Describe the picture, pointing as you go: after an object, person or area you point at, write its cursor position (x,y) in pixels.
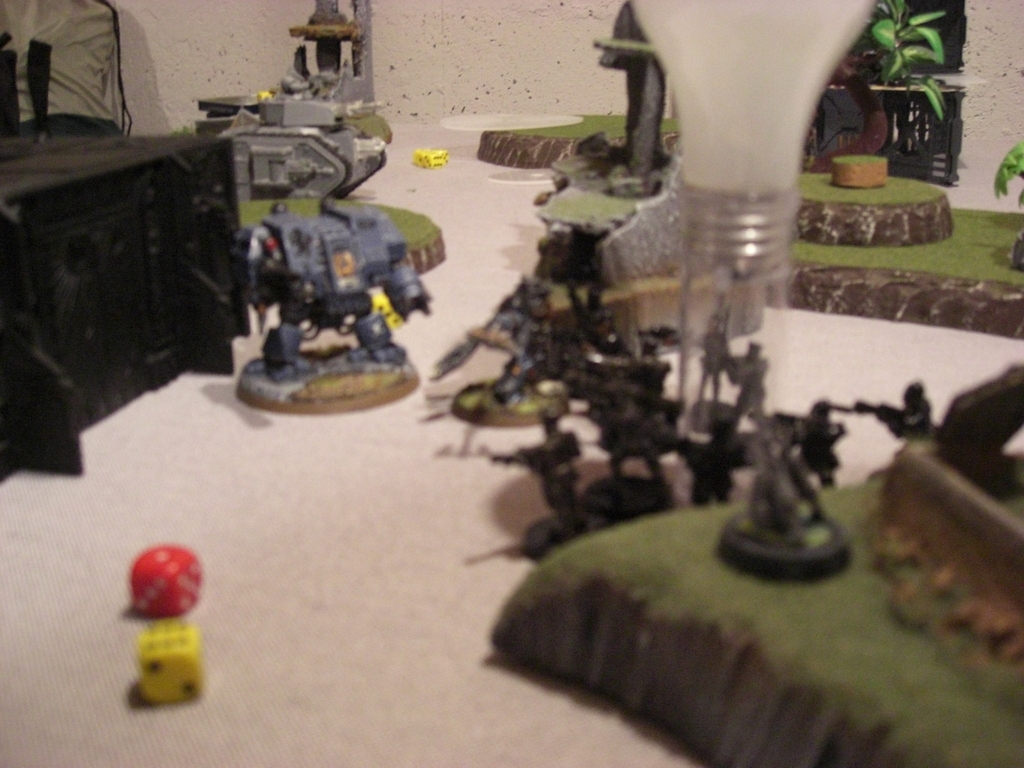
In this image we can see many toys (347,265). On the left (136,338) there is a black color object (194,298).
